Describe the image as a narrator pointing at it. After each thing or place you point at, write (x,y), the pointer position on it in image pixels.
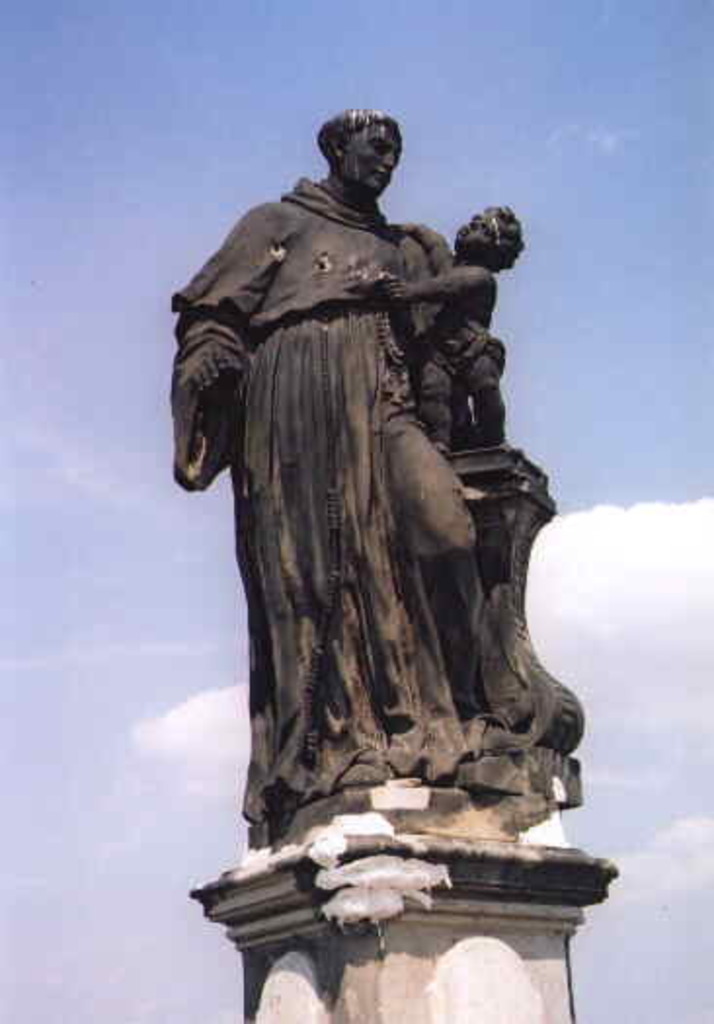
There is a statue (322,423) of a person (313,489) as we can see in the middle of this image (410,568), and there is a sky (107,563) in the background (635,518).
